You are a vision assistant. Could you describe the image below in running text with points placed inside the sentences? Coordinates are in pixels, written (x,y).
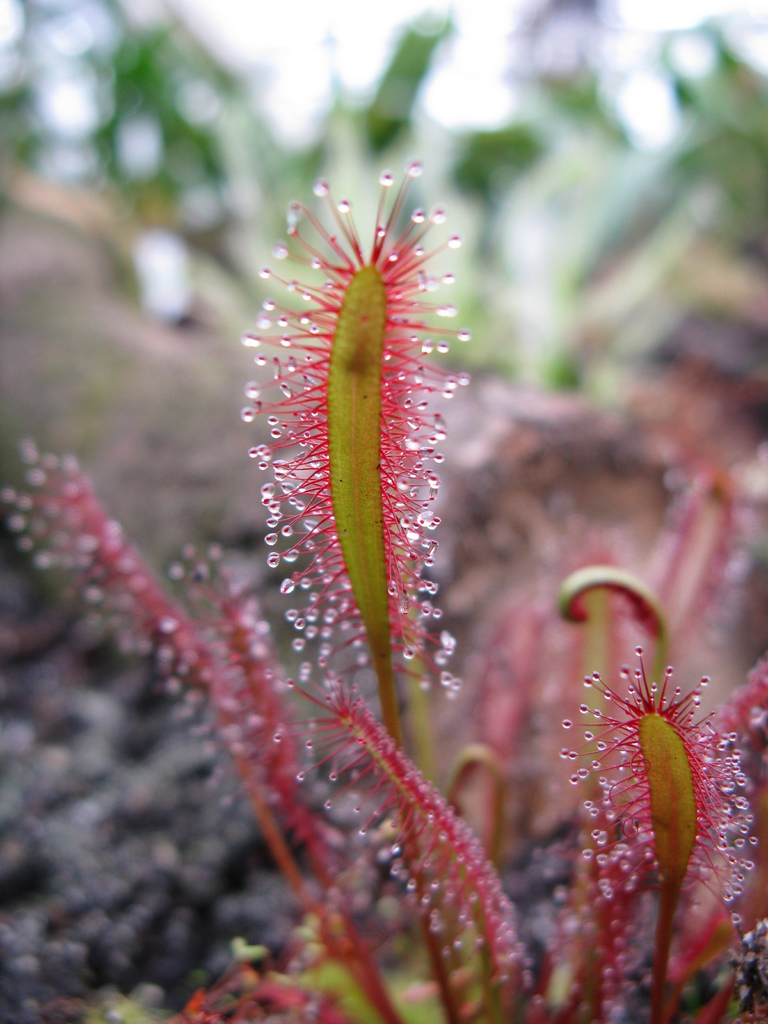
In this image it looks like a plants (376,399) and blur background (481,98).
